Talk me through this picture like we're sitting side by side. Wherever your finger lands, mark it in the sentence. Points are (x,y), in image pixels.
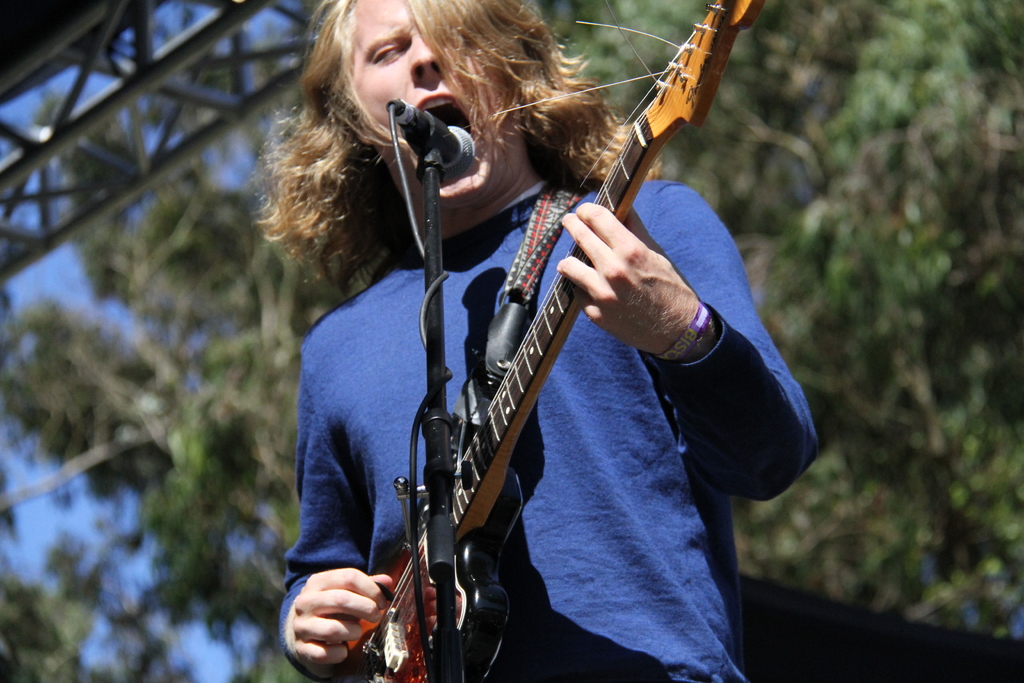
a person (540,532) is singing holding a guitar (504,463). in the front (413,135) there is a microphone (424,123). at the back (847,215) there are trees (745,256).
